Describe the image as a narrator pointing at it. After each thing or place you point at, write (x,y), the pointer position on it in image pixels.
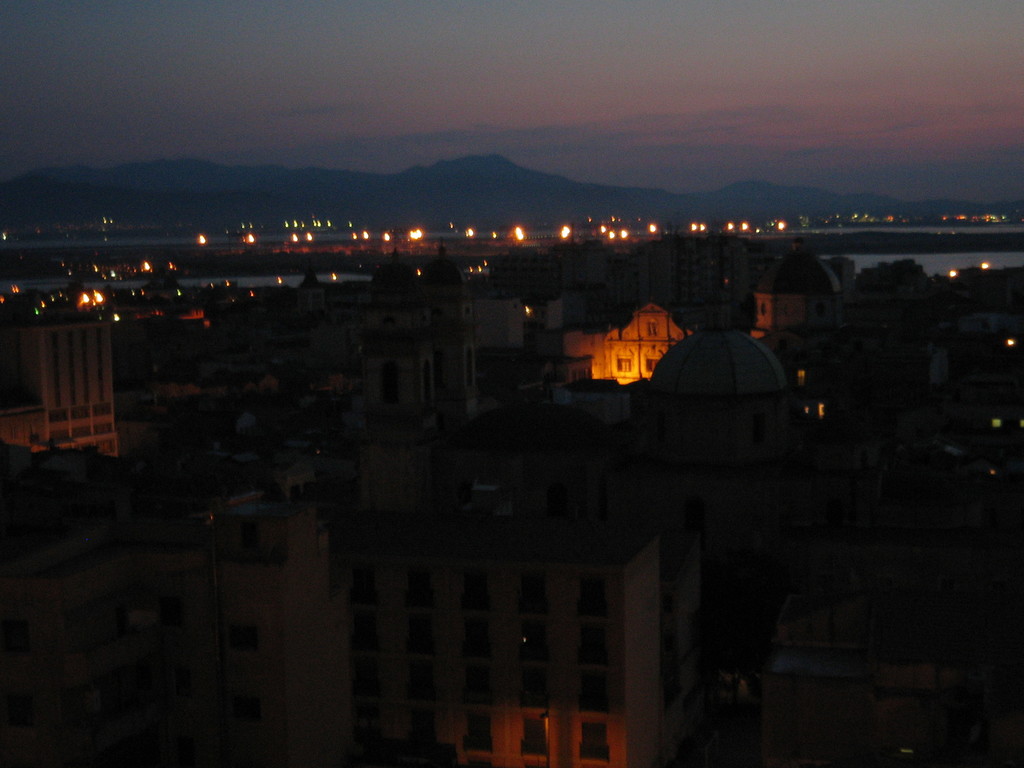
In this picture we can see many buildings (1006,740). In the back (203,202) we can see lights (174,264), water (94,244) and mountains (583,193). At the top (580,51) we can see sky (601,53) and clouds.
